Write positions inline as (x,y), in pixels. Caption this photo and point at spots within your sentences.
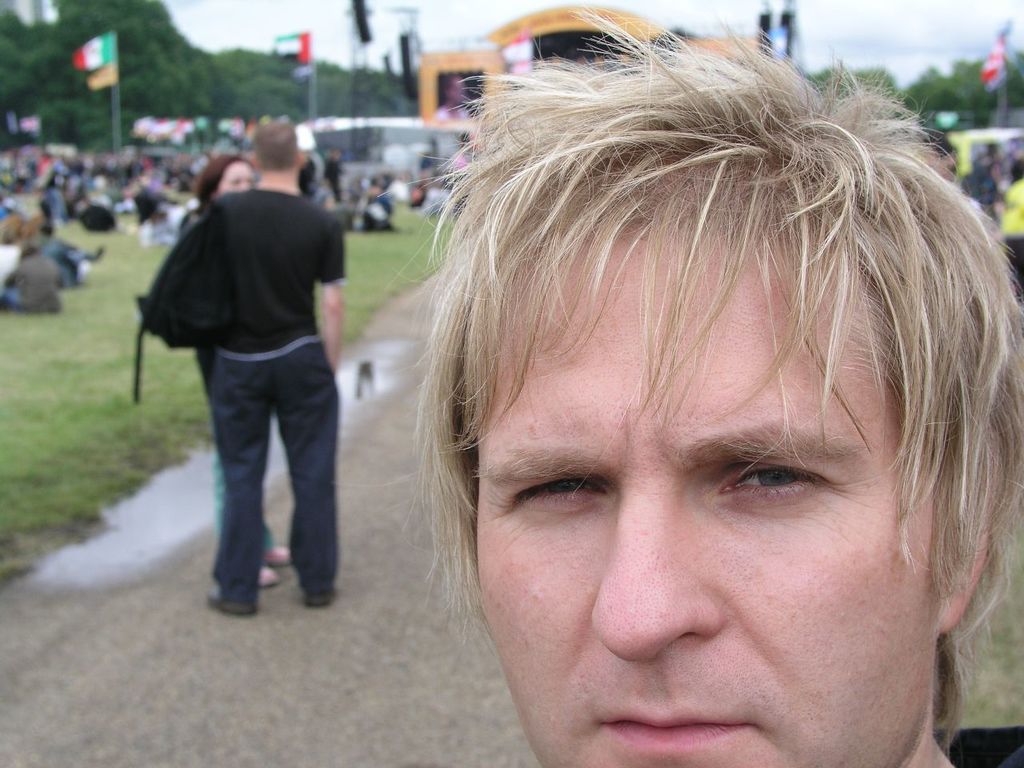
There is a person (717,324) in the foreground area of the image (480,349), there are people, flags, grassland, trees (292,105) and the sky (386,6) in the background (445,12).
